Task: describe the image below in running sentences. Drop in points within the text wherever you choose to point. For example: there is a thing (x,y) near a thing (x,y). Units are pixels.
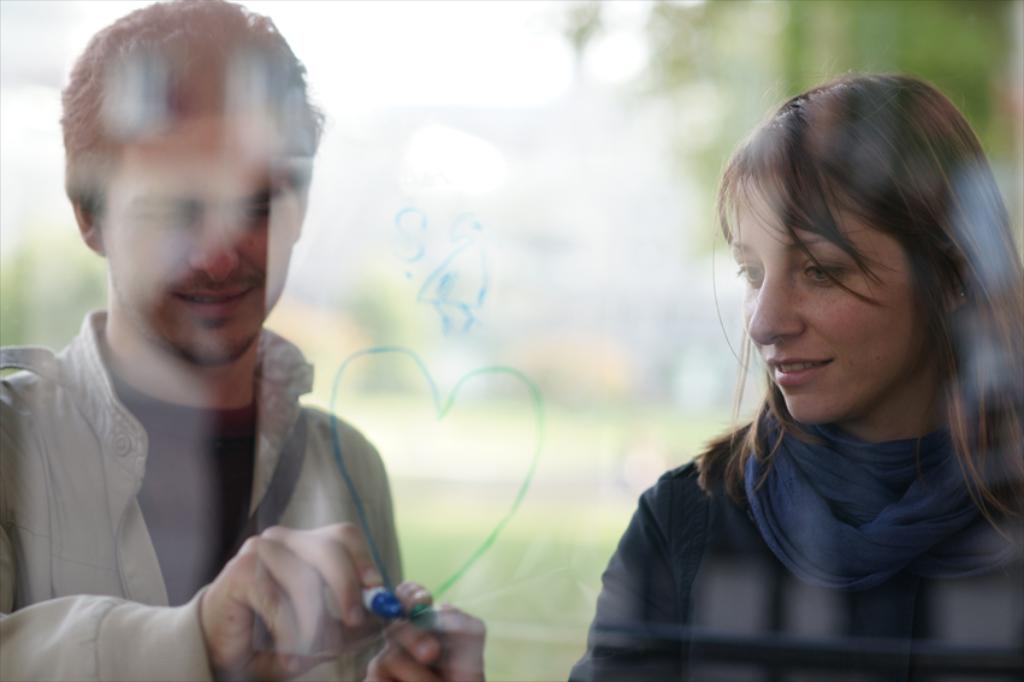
In this image we can see a glass (979,338) in front (651,74). And there are two persons (973,418) holding an object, trees (997,8) in the background (633,388).
